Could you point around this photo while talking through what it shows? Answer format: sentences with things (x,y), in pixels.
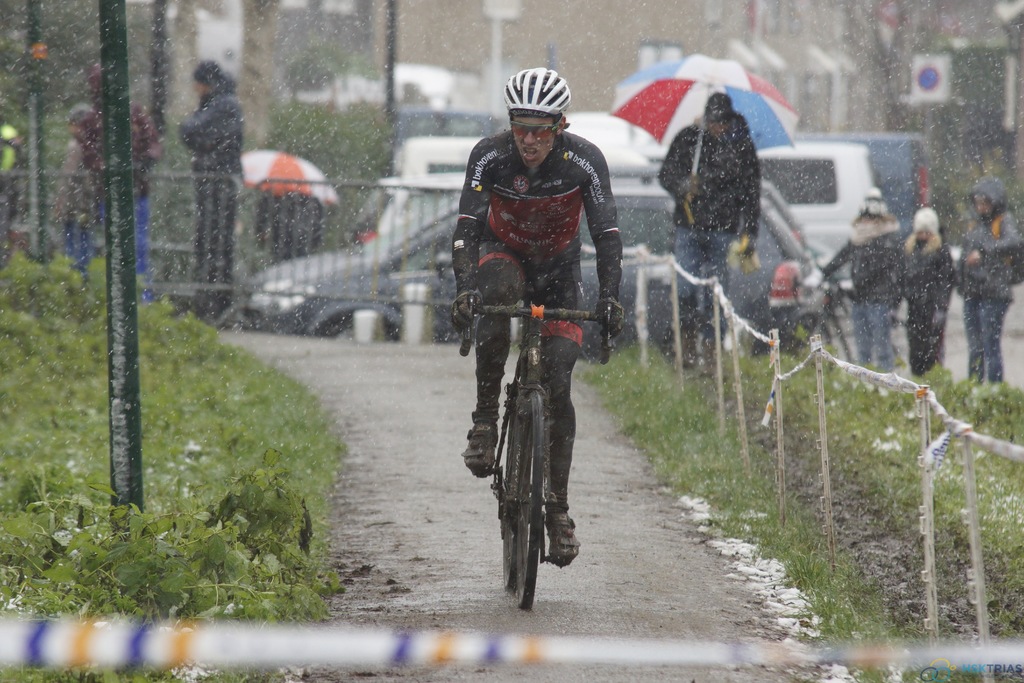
In this picture we can see a person (489,274) wore a helmet (531,110), goggles (543,135), gloves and riding a bicycle (536,435) on the road (414,465), umbrellas (667,74), grass (918,475), fence (315,225), poles (924,460), vehicles (437,235) and some people (301,232) standing and in the background (793,14) we can see buildings (859,74), signboard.
